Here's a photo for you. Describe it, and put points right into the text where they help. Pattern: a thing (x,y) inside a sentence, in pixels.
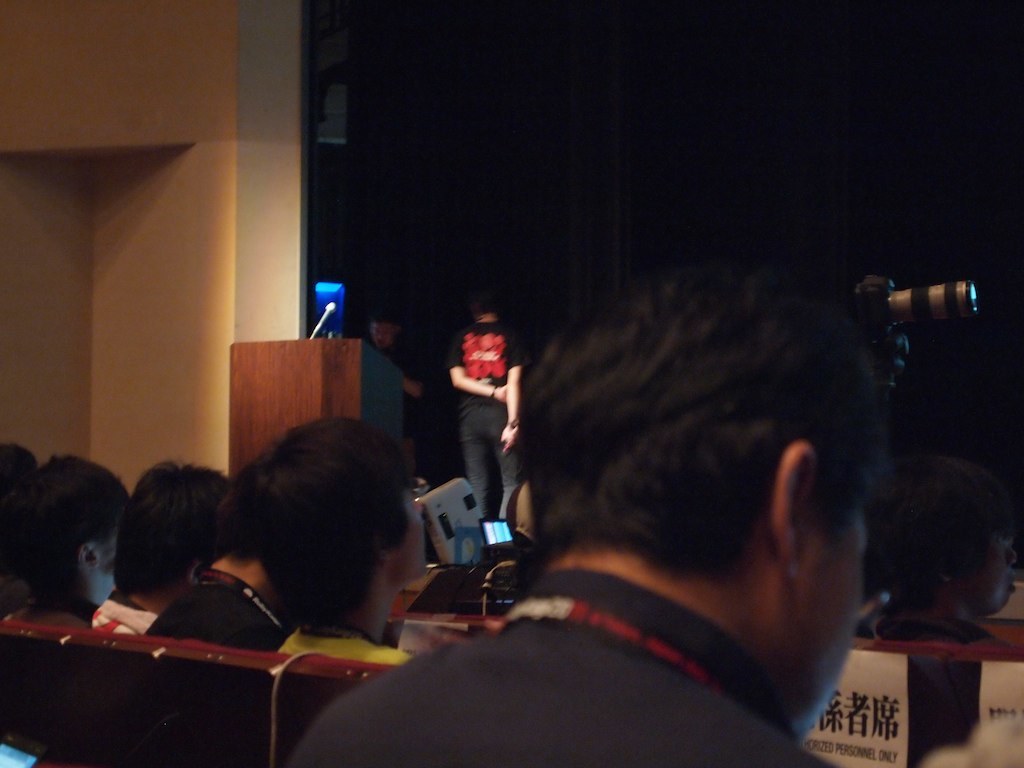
In this image I can see the group of people (597,610) sitting. In-front of these people (531,479) I can see two people (511,376). One person (485,376) standing in-front of the podium (333,397). On the podium (323,397) I can see the mic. I can see the camera (876,287) and there is a black background (600,206).
